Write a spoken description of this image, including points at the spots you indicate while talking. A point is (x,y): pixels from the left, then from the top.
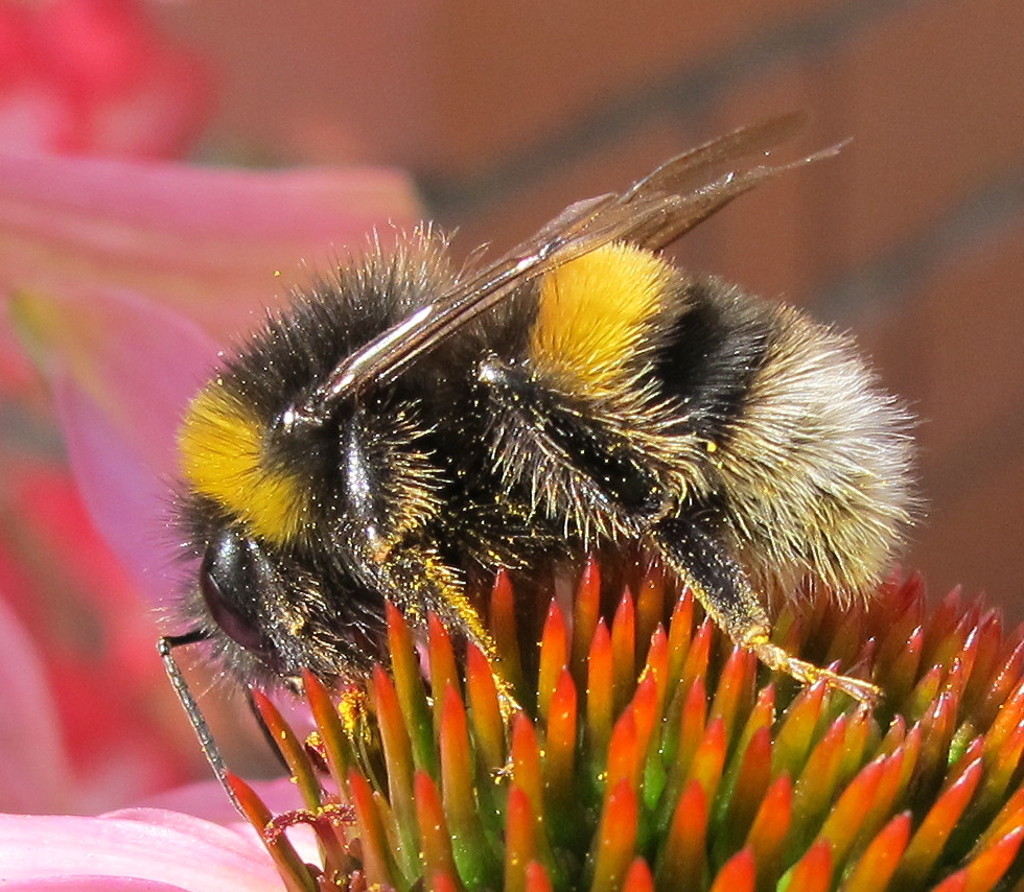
In the foreground of this image (762,466), there is an insect (417,496) on a flower (476,815). In the background (158,275), there are pink flowers (141,323) and on the top right (887,94) the image is blurred.
